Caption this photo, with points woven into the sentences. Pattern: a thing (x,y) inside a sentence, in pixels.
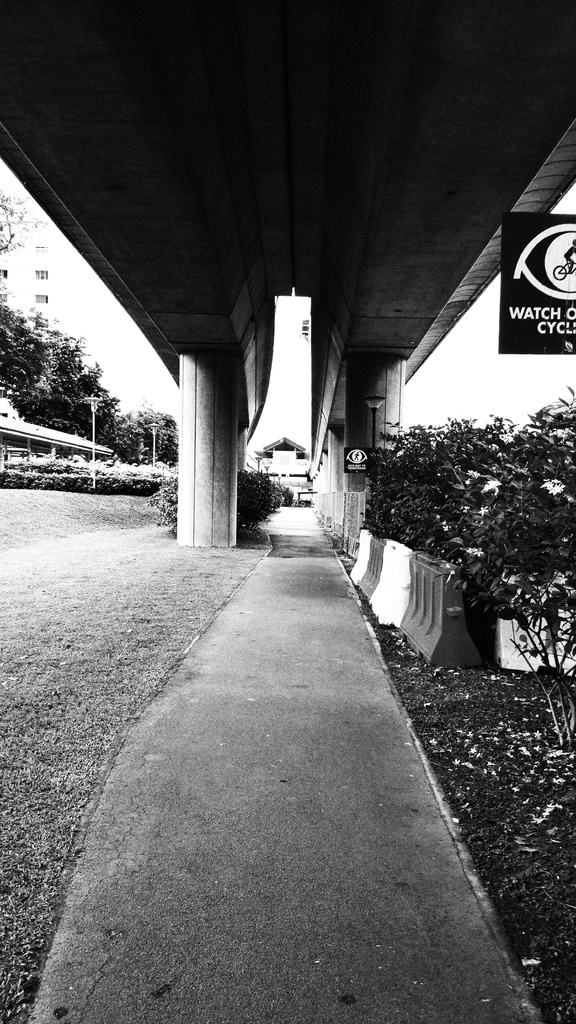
This is a black and white image. In the image we can see road barrier (415,587), grass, plant (479,496), pillars (216,440) and a board (509,353). Here we can see poles (90,400), trees (66,383) and a building (28,306).
